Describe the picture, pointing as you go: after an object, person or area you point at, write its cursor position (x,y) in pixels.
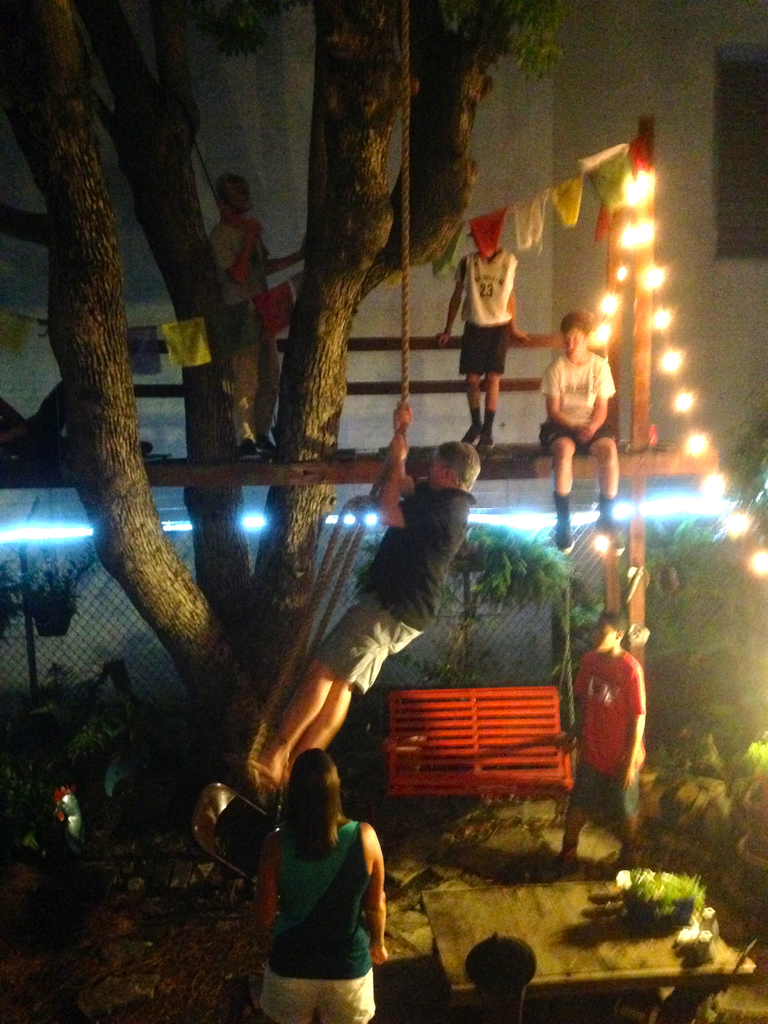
In this picture we can see there are two people (385,899) standing on the path (422,798) and on the path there is a table (509,910), bench (484,768) and a chair (258,857) and a man (397,545) in the black t shirt (398,562) is holding a rope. Two people (270,336) are standing and a person (560,424) is sitting on a wooden object (513,456) and to the object (529,456) there are some decorative items (596,183) and lights (631,185). Behind the people (300,750) there is a fence (541,662), plants (680,611), wall (676,198) and a tree (412,27).
